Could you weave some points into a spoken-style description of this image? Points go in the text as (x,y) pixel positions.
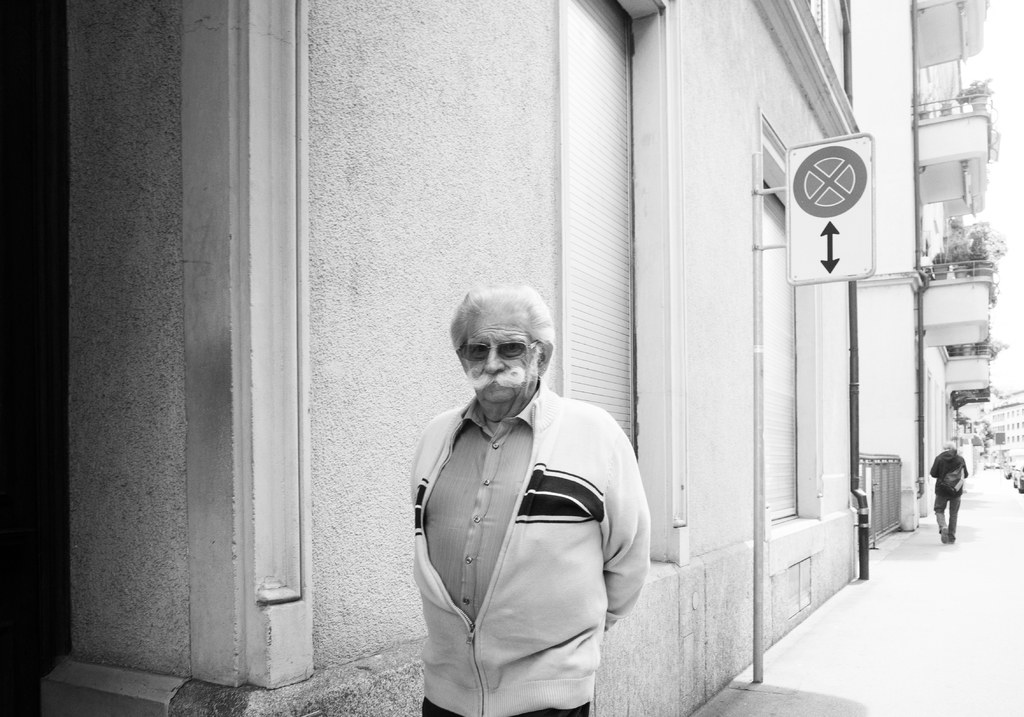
In this picture there is a man (532,492) who is wearing jacket (532,509), goggle (476,344), shirt (473,461) and trouser (552,713). He is standing in front of the door (66,494). Behind him I can see the shutters (613,413) & sign boards (804,151). On the right (954,506) there is a man (941,476) who is wearing black dress (941,495), shoe (948,536) and bag (959,483). He is walking near to the fencing (878,515) and cars (1022,470). On the top right (926,106) I can see some plants (964,260) and pots (949,108) on the balcony (957,188). Beside that I can see the black pipes (923,487). In the top right corner (1005,46) there is a sky (1012,65). On the right (981,432) background I can see the cars (1009,469) on the road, trees (993,429) and buildings (906,430).
